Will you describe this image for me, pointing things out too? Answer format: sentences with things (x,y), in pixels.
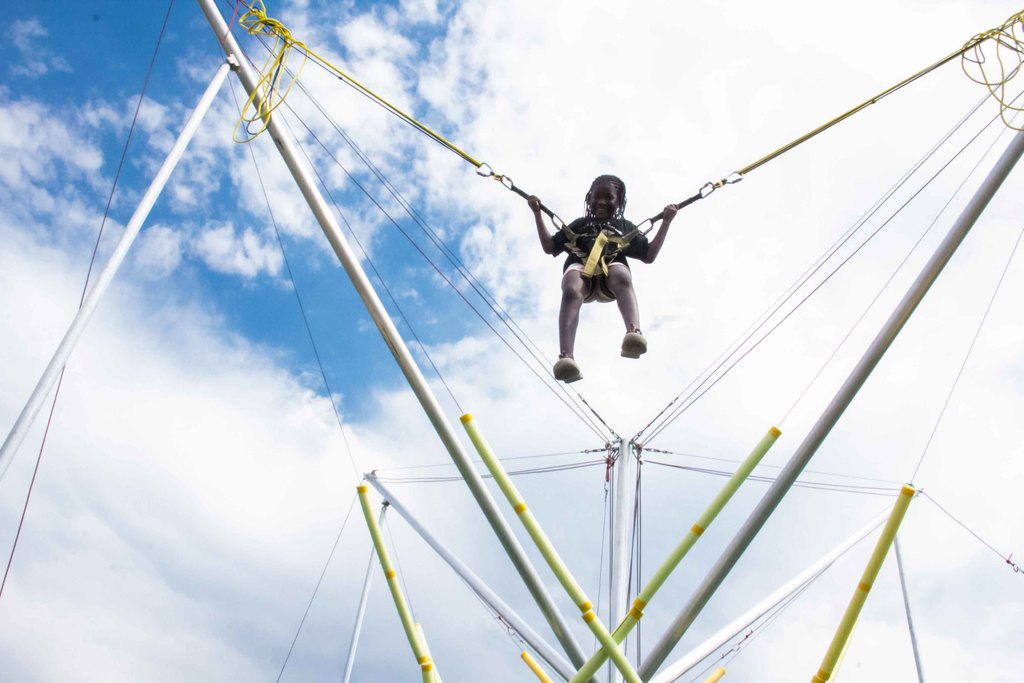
In this image I can see a person (609,215) wearing black colored t shirt (572,222) and white short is tied to the belts (600,243) is in the air. I can see few metal rods (450,442) which are white and yellow in color and few ropes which are yellow in color. In the background (600,90) I can see the sky (449,109).
